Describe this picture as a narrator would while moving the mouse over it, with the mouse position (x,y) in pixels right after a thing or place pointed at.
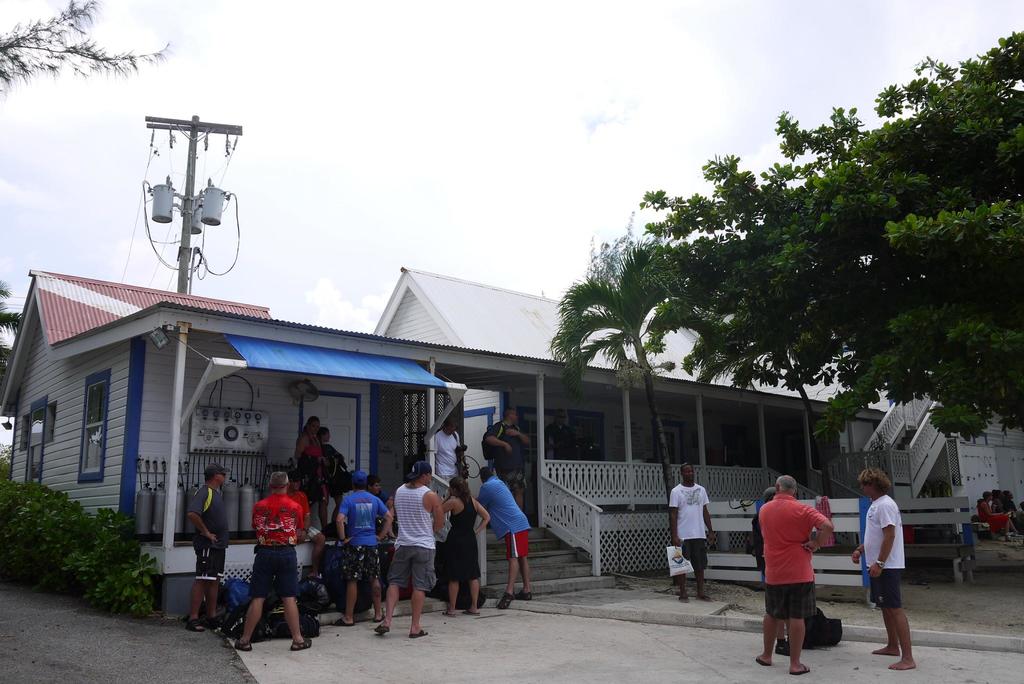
There are people (359,485), plants (85,578), trees (792,388) and a house structure (527,454) in the foreground area of the image (495,514), it seems like scuba tanks (231,485) and a pole (184,248) on the left side (178,274), there is the sky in the background (205,242).
